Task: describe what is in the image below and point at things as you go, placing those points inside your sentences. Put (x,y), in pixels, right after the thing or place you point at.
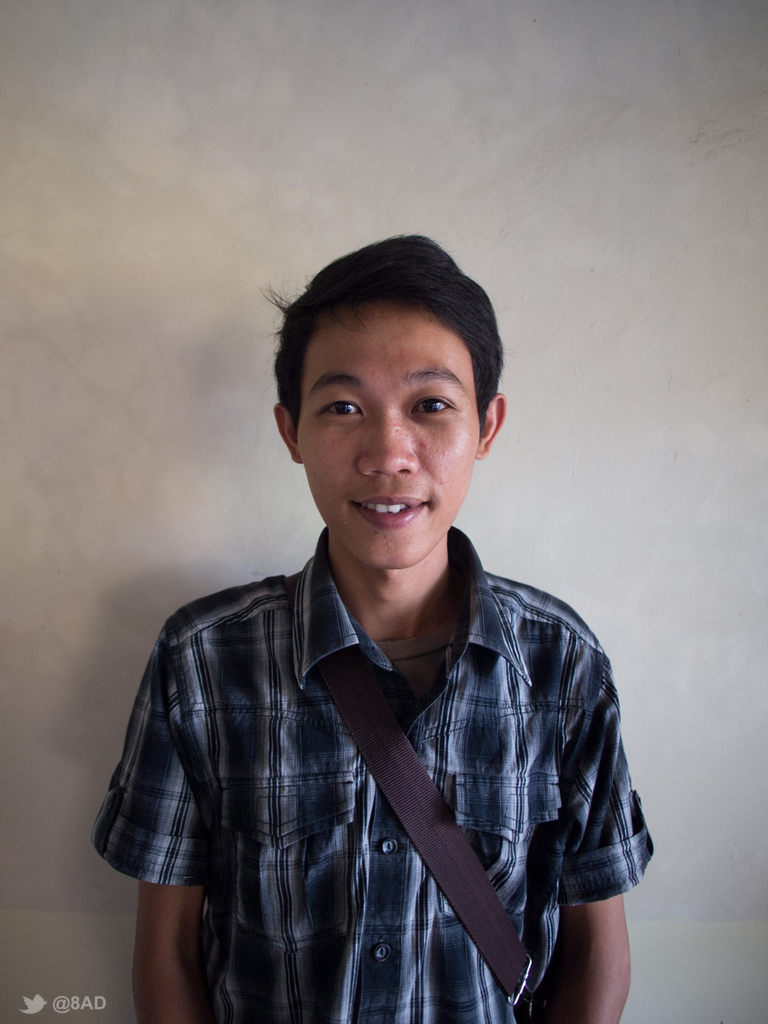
In this image, there is a person (582,623) in front of the wall (662,373) wearing clothes (300,809).
